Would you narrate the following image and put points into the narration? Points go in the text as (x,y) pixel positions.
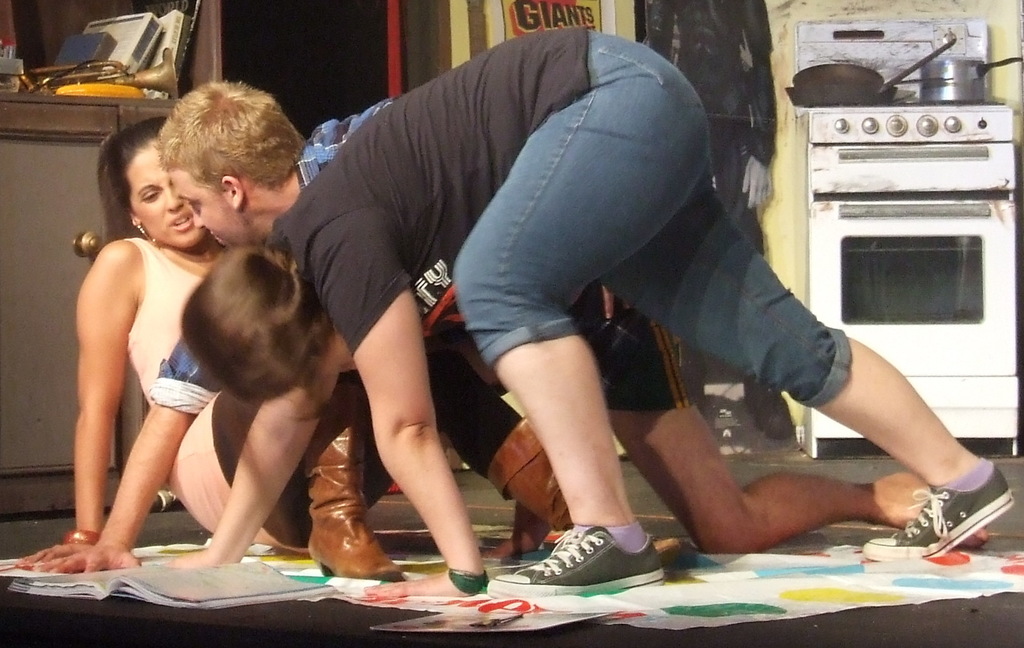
In this image I can see a person (406,210) wearing black t shirt (418,198) and blue jeans (529,210) is bending on the floor (584,609). On the floor (322,625) I can see a book (180,600) and I can see few other persons (200,233) bending and sitting on the floor (166,505). In the background (967,283) I can see a oven (914,300) which is white in color, a gas stove (873,128), few bowls (845,91) on the gas stove (966,41), a musical instrument (112,67) and few other objects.
